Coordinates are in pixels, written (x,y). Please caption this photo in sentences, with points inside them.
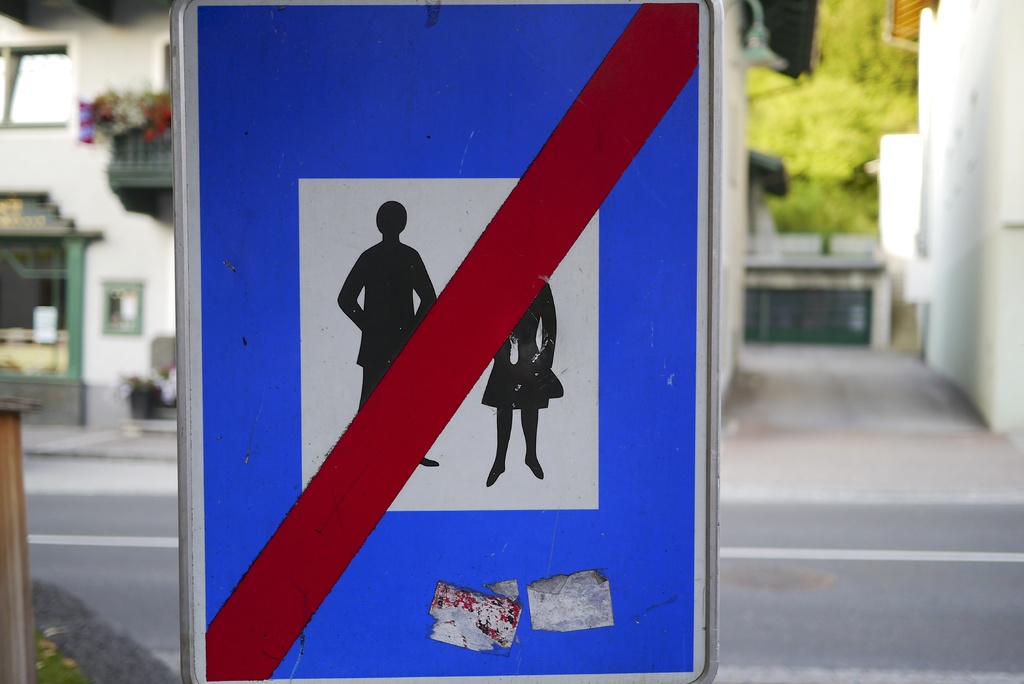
In the center of the image (569,338), we can see a board (450,315) and there are images (394,311) of people (363,352) on it. In the background (783,92), there are trees (783,92) and buildings (743,164) and we can see a pole (15,455) and some flower pots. At the bottom (843,518), there is a road (92,576).
